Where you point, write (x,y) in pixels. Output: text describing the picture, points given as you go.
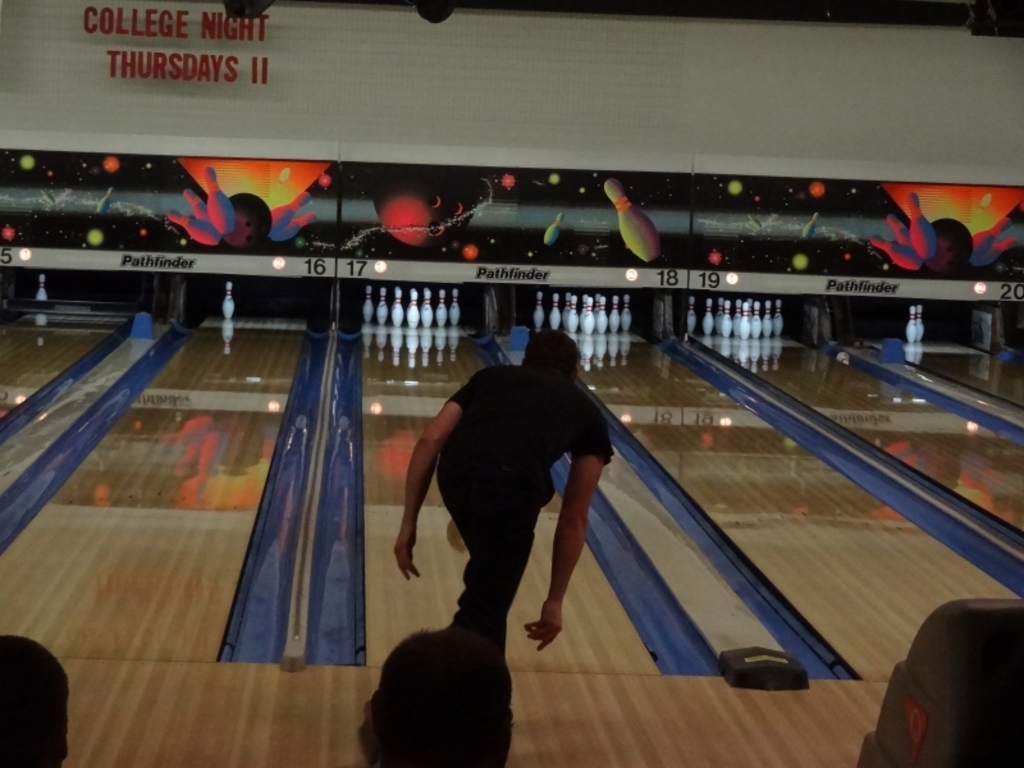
In this image in the center (512,456) there is one person (497,471) who is bowling, and at the bottom (27,712) there are two persons (487,714) and there is a floor (246,470). On the top of the image (368,161) there are some boards (968,190) and some text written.
